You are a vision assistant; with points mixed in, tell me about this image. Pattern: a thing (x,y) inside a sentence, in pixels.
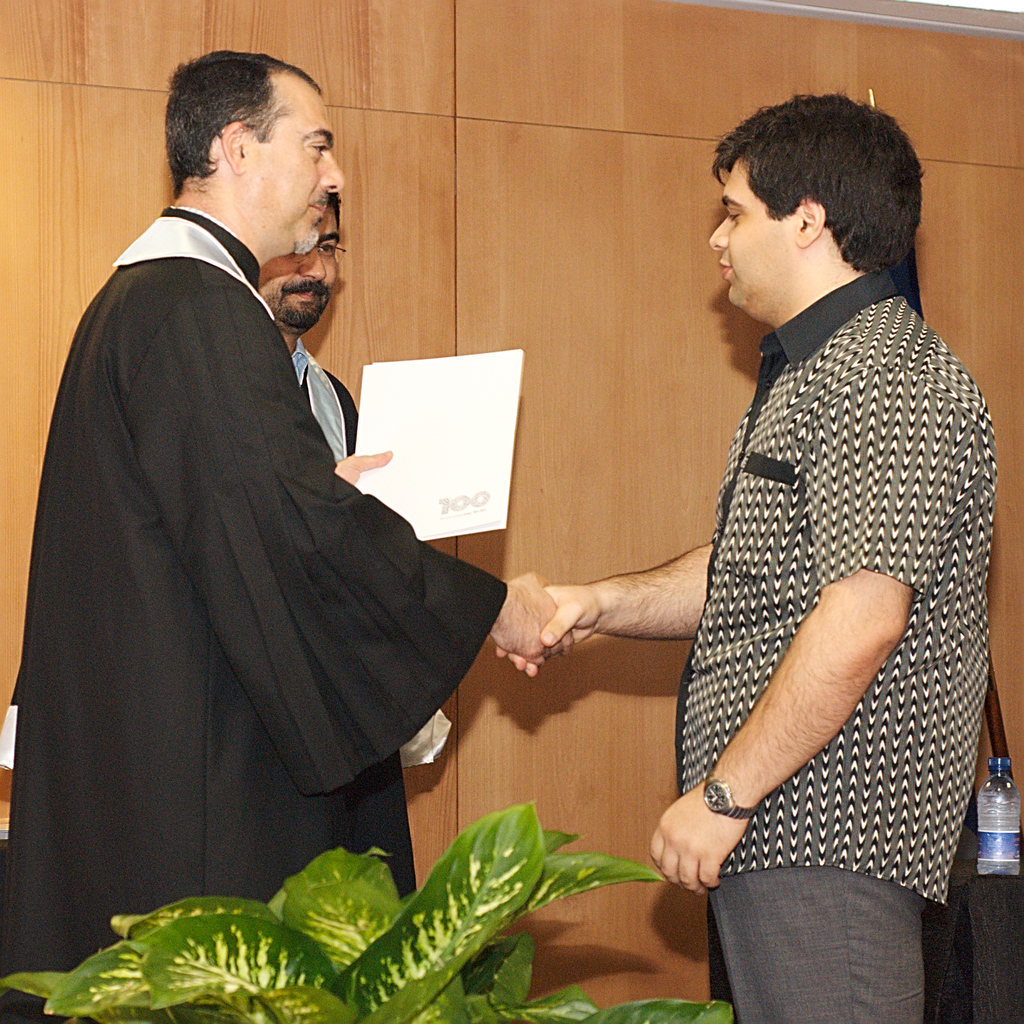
In this image, we can see three persons (242,607). Here two men (480,610) are shaking their hands (561,634) with each other. Here a person (419,666) holding a white object (425,480). At the bottom (623,1023), we can see plant leaves (638,1014). On the right side of the image (1006,812), we can see black cloth (999,973) and bottle (1002,825). Background (525,413) we can see wooden wall (541,315).
